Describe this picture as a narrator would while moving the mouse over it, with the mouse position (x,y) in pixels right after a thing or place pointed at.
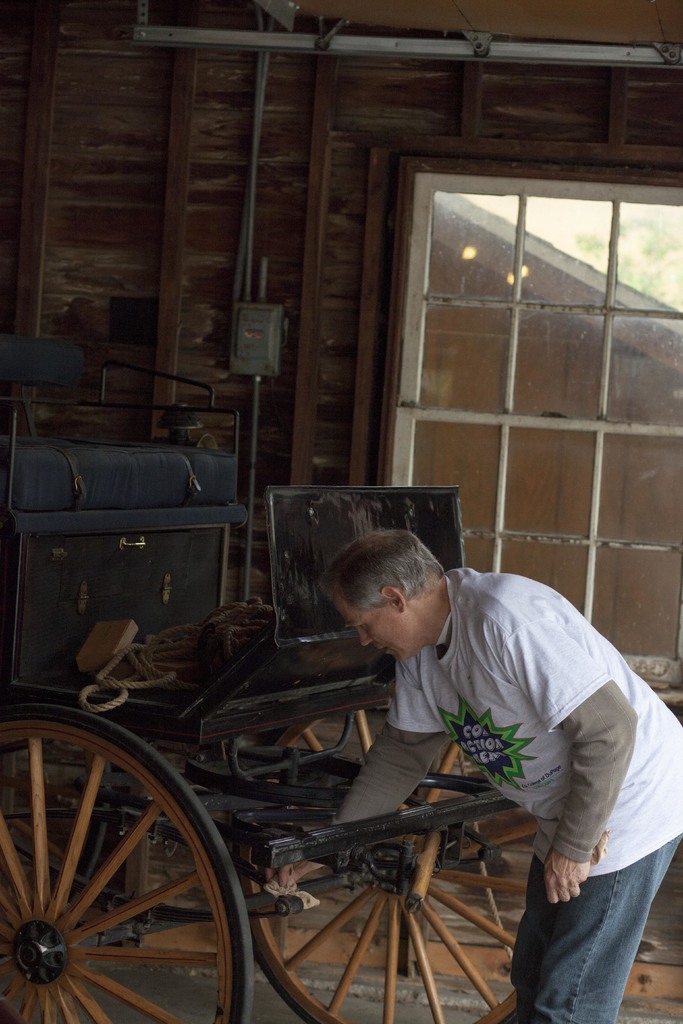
In this picture we can see a man (557,892), cart (278,965), window (510,389), wall (266,125), rope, lights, some objects (274,584) and in the background (648,242) we can see leaves (631,260).
